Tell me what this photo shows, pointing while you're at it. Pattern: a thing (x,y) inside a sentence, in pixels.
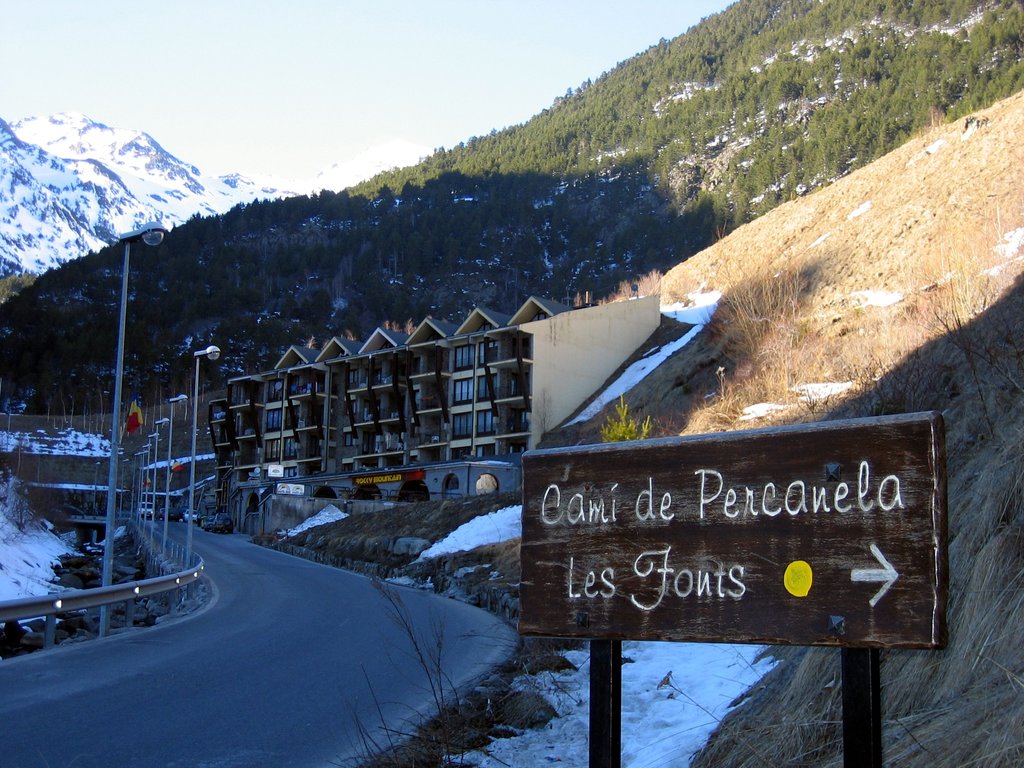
As we can see in the image there is sign board (725,544), street lamps (205,355), snow (3,571), buildings (280,428), hills (232,358) and trees (550,213). At the top (274,66) there is sky (203,22).
